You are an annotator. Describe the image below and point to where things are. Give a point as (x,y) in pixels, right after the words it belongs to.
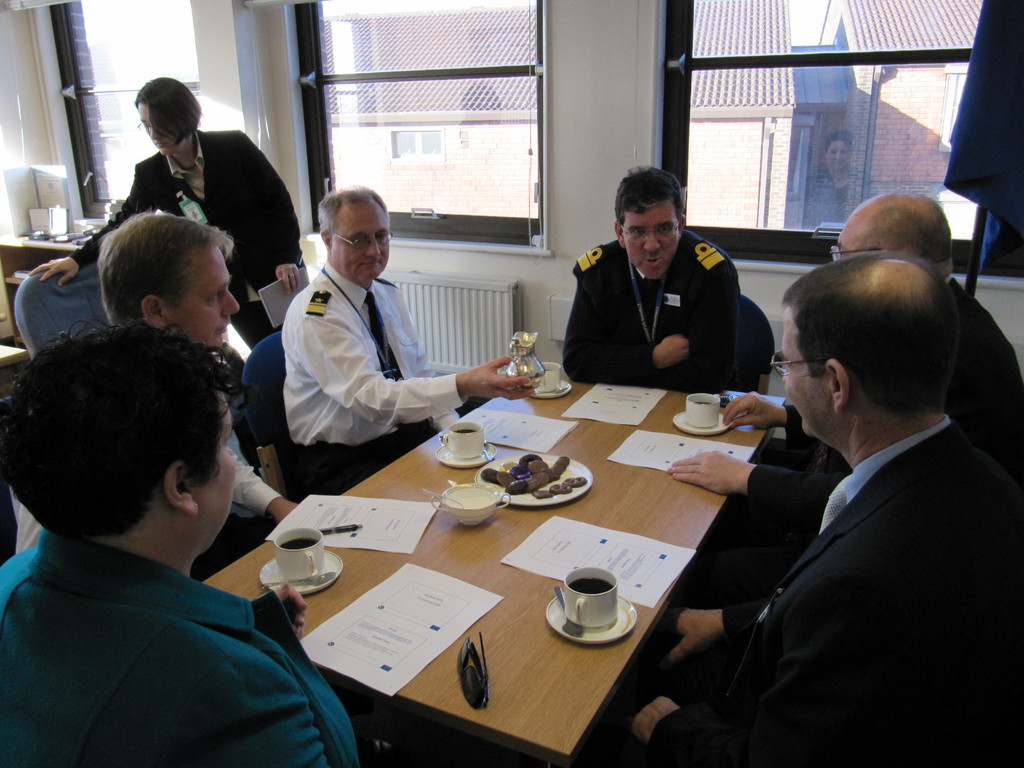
In this picture there are some group of people (339,442) sitting on the chairs (277,398) in front of the tables (551,449) on which some things (305,550) are placed and behind there is a woman (239,146) and three Windows (488,178).
